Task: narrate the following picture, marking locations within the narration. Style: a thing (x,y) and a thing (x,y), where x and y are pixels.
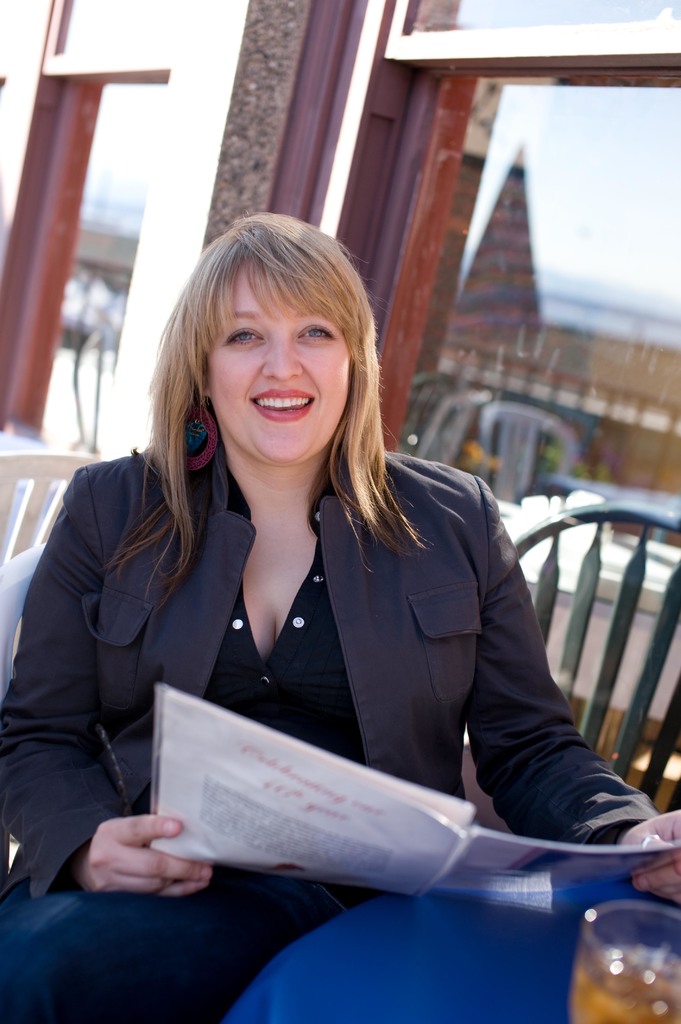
In this picture I can see a woman (202,572) sitting on the chair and smiling by holding a book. I can see some objects (615,957) on the tables (456,962), chairs (679,707), and in the background (9,175) there is a building (272,124).
